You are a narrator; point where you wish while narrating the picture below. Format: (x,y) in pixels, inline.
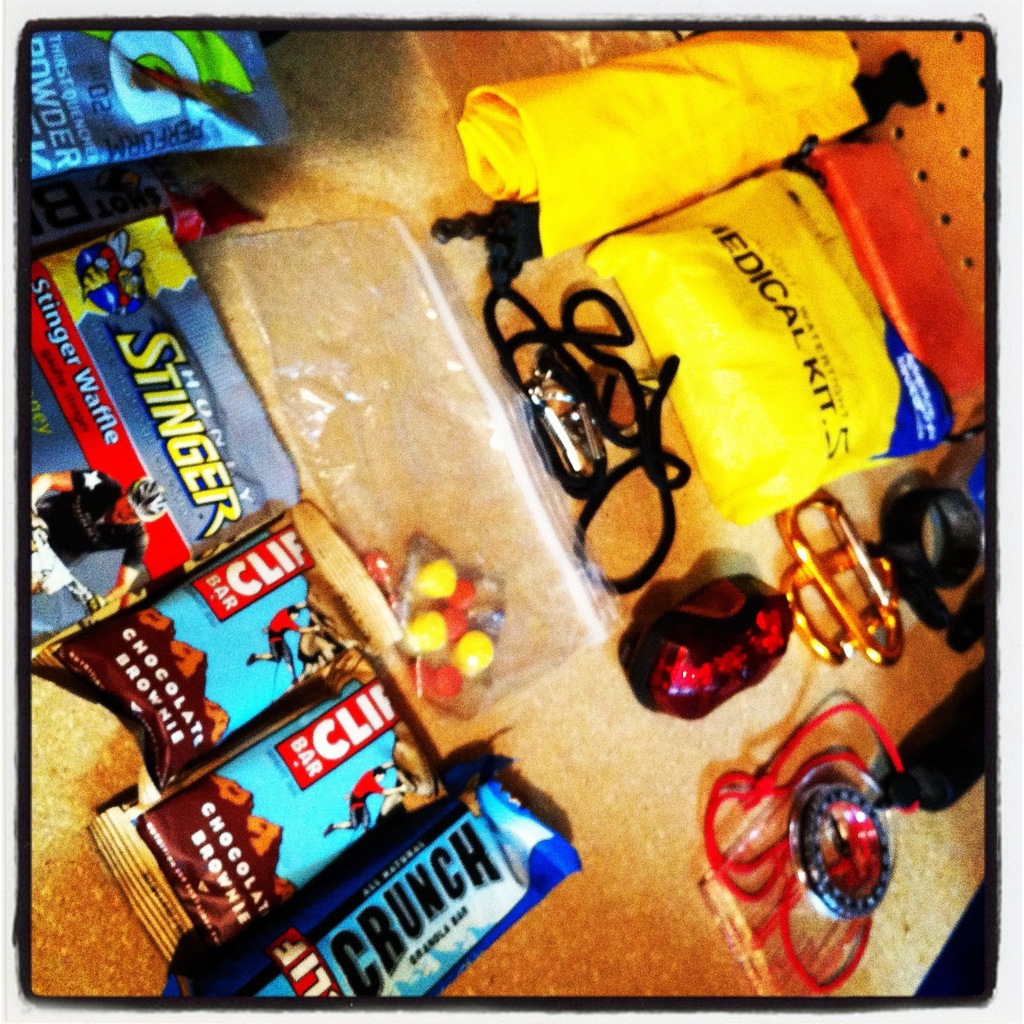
In this image there are some packets (59,294), threads (594,404), gems (430,625), chocolates (207,665), compass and some objects (907,418). And at the bottom (613,817) there is some object (611,809), and it looks like a table (568,823).
